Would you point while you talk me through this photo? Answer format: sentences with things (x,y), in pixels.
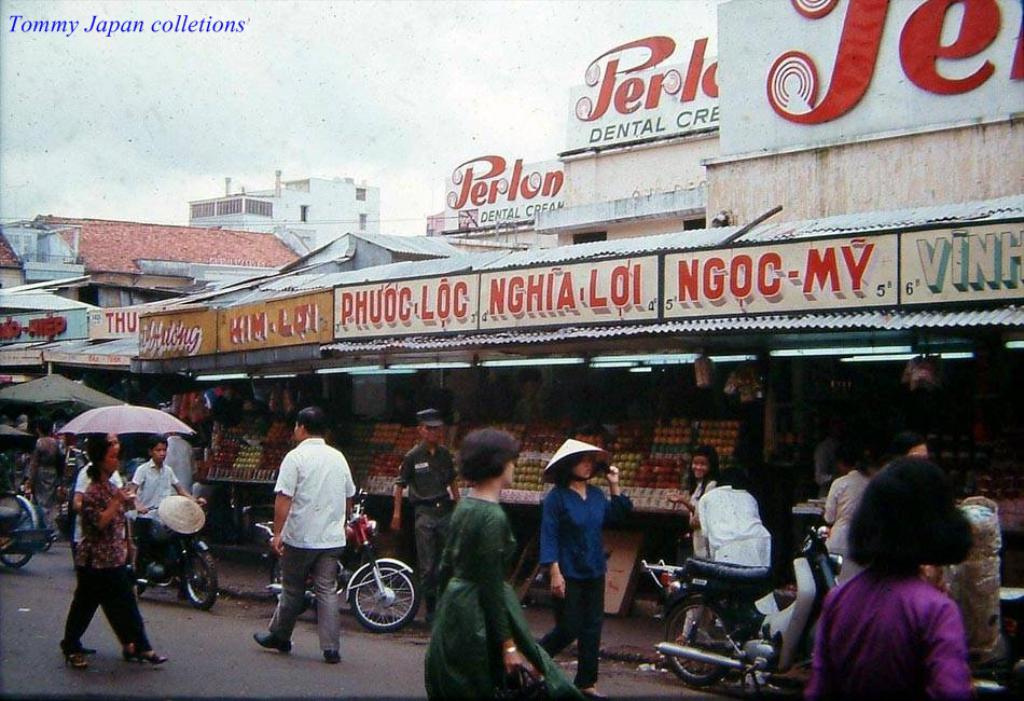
This picture is clicked in the city. In front of the picture, we see the people (482,691) are walking on the road (262,691). Beside them, we see the bikes (795,629). We see a man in the white shirt (136,483) is riding the bike (194,552). Beside him, we see a woman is holding a pink color umbrella (100,428). In the middle (364,430), we see a table (527,494) on which the baskets (292,438) containing the fruits (222,452) are placed. Beside that, we see a woman (698,469) is standing and she is smiling. On the right side (1009,496), we see a table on which the black color objects (970,457) are placed. On the left side (6,506), we see a vehicle (19,530) and a tent (35,390) in black color. There are buildings (140,267) in the background (531,242), We see the boards (150,315) in white and yellow color with some text (498,293) written. At the top (374,124), we see the sky (340,90).
